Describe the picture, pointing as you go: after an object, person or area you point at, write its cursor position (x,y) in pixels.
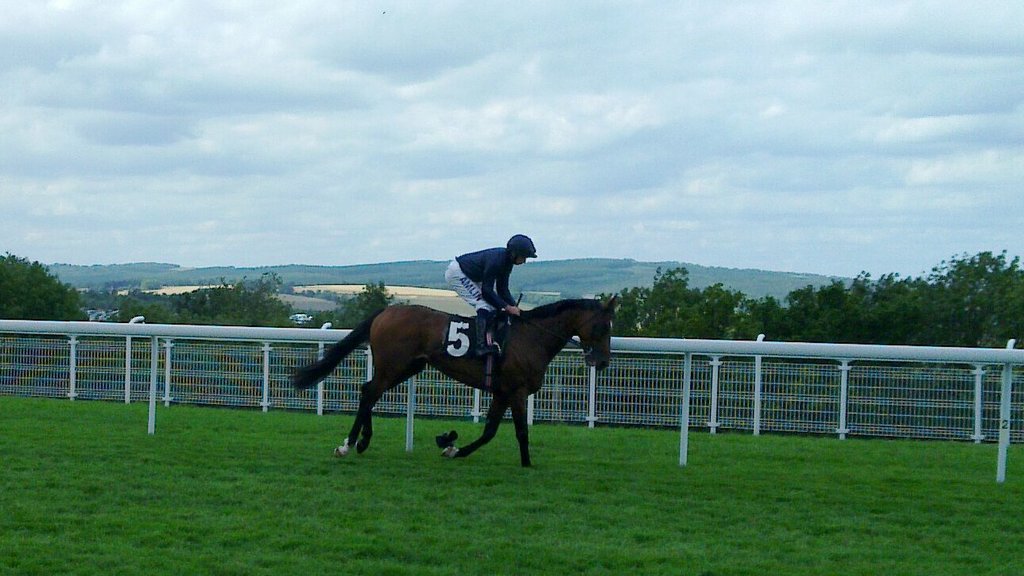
As we can see in the image there is grass (487,521), a man (489,284) riding horse (518,346), fence (697,402), trees (246,317), hills (301,272), sky (247,261) and clouds (269,62).
